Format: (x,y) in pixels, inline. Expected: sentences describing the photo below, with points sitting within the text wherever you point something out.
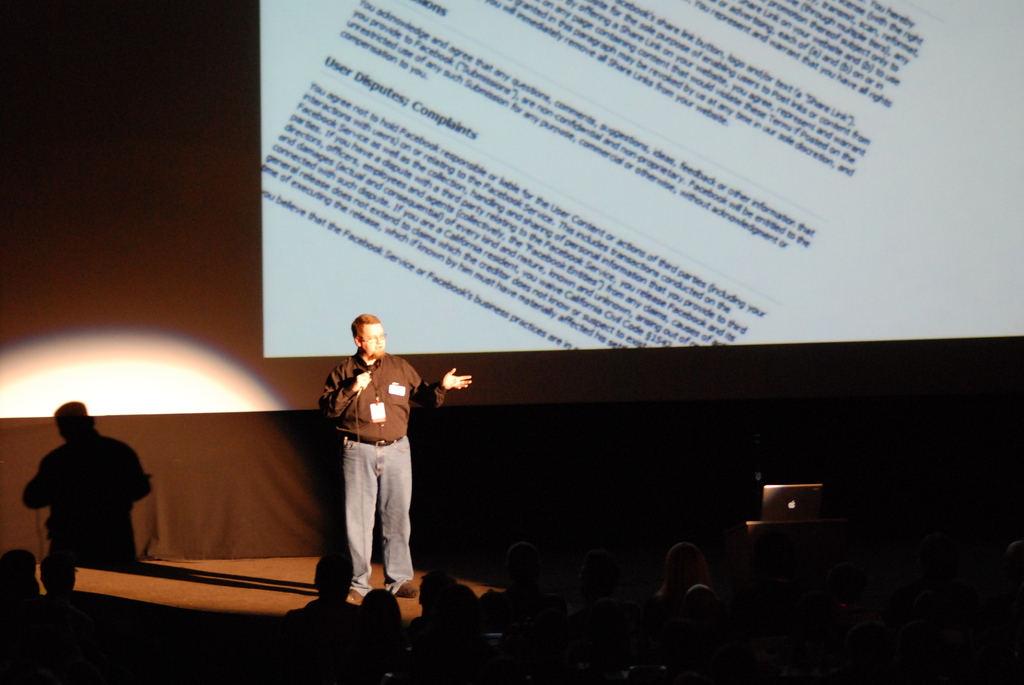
In this image we can see one man (362,345) with spectacles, wearing an ID card (373,407), holding a microphone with wire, standing on the stage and talking. There are some people (345,606) in front of the stage (659,561), one laptop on the table (791,532) on the stage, one curtain (210,521) in the background (197,521) on the left side of the image (33,436), one projector screen (314,219) with text (361,184) in the background (293,241), we can see the shadow (102,494) of a man (379,390) and light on the left side of the image (115,488). The image is dark.
